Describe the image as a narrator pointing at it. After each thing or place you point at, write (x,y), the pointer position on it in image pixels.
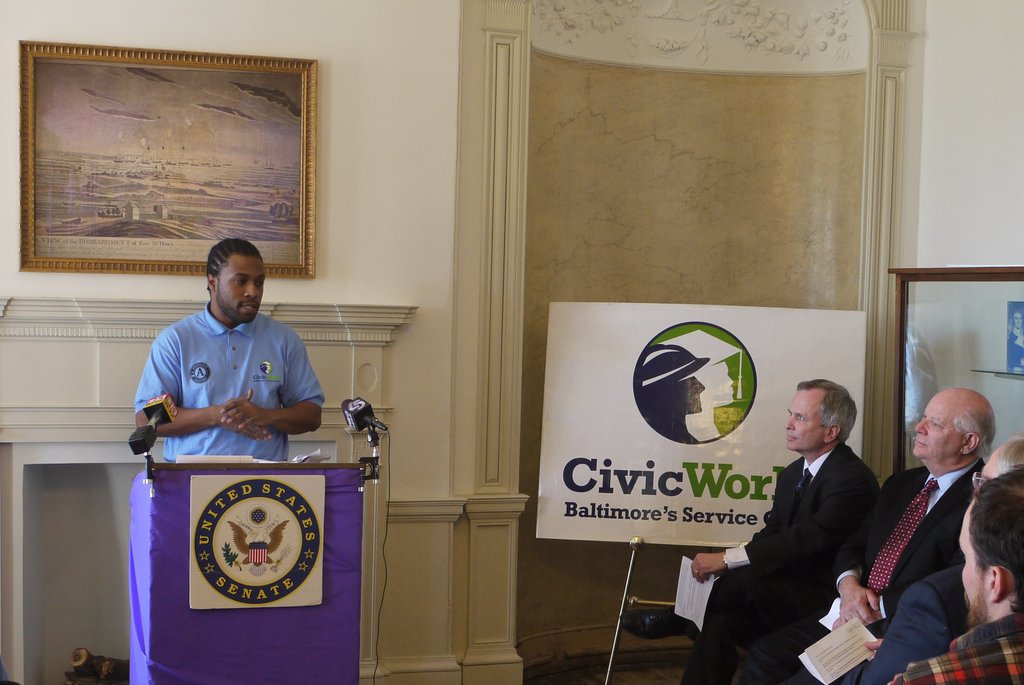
On the left side (261,425) a man (248,417) is standing near the podium (278,505) and speaking, he wore blue color shirt (222,373). Behind him there is a photo frame (224,149) on the wall (12,172), on the right side (810,413) few men (887,552) are sitting, they wore coats (855,526), ties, shirts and trousers (794,599).
